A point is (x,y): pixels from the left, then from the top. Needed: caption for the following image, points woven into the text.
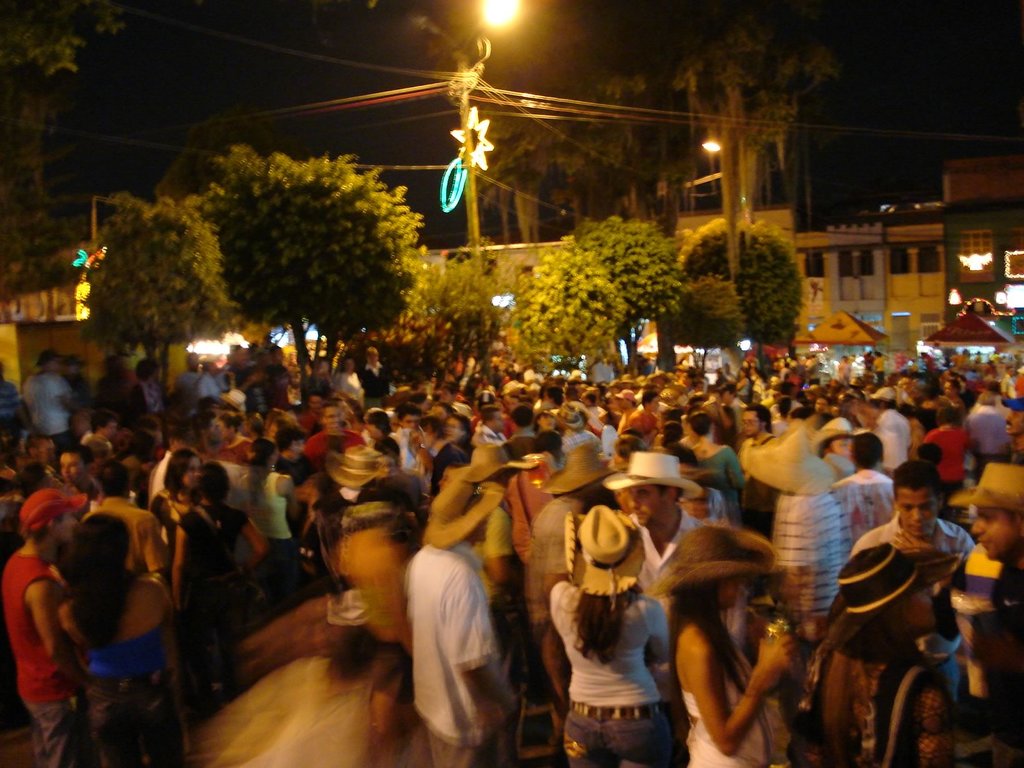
In the foreground (574,525) I can see a crowd (666,569) on the road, trees (406,342), buildings (1003,202), light poles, wires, lights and windows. In the background (950,3) I can see the sky (405,155). This image is taken may be during night on the road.
